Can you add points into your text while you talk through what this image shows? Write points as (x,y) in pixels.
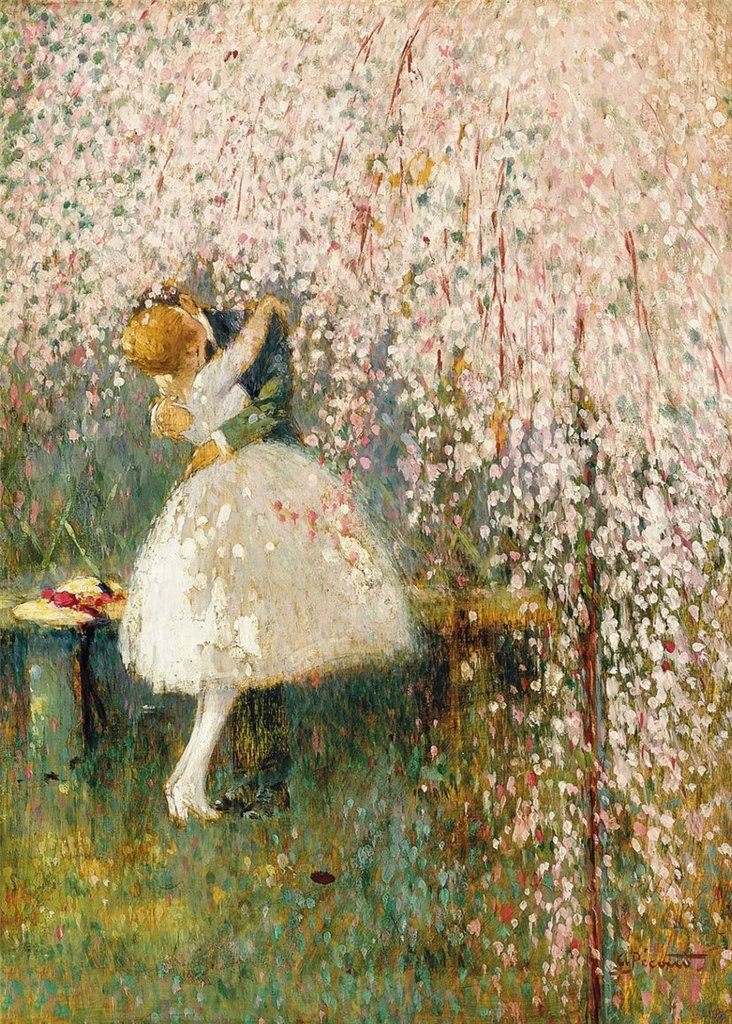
In this image, we can see an art (290,235) contains depiction of persons (207,364).
